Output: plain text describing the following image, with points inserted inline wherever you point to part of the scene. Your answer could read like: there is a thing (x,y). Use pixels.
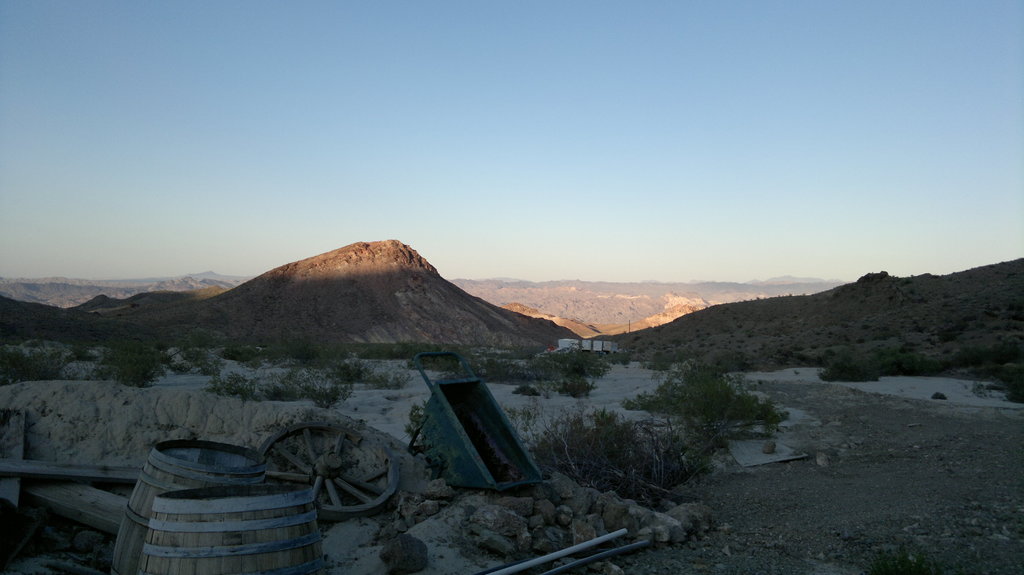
This image is taken outdoors. At the top of the image (203,95) there is a sky (628,102). At the bottom of the image (832,514) there is a ground (795,525) with pebbles (759,482), rocks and a few plants (673,405) on it. There are two barrels (222,513), a wheel (359,500) and a trolley (460,446) on the ground (453,565). In the background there are a few hills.
